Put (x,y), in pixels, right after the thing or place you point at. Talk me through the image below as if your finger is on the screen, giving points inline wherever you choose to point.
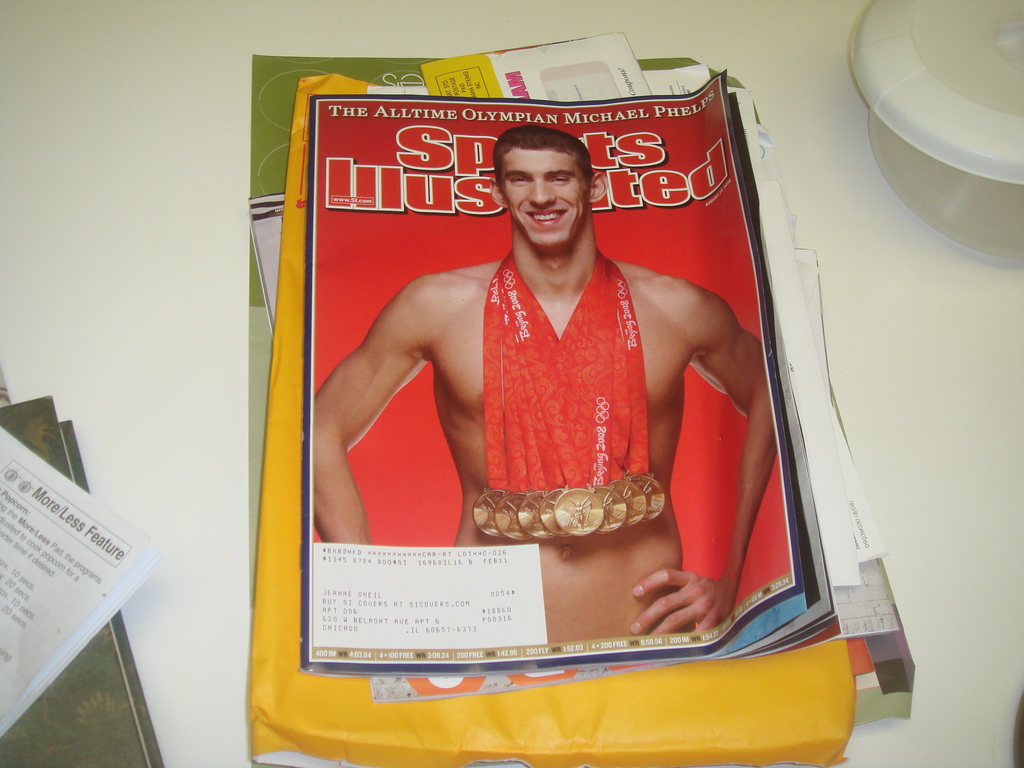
In this image there is a magazine (346,253), papers (73,557) and objects (964,110) are on the white surface (203,327). Something is written in the magazine (397,183) and papers (64,578).
